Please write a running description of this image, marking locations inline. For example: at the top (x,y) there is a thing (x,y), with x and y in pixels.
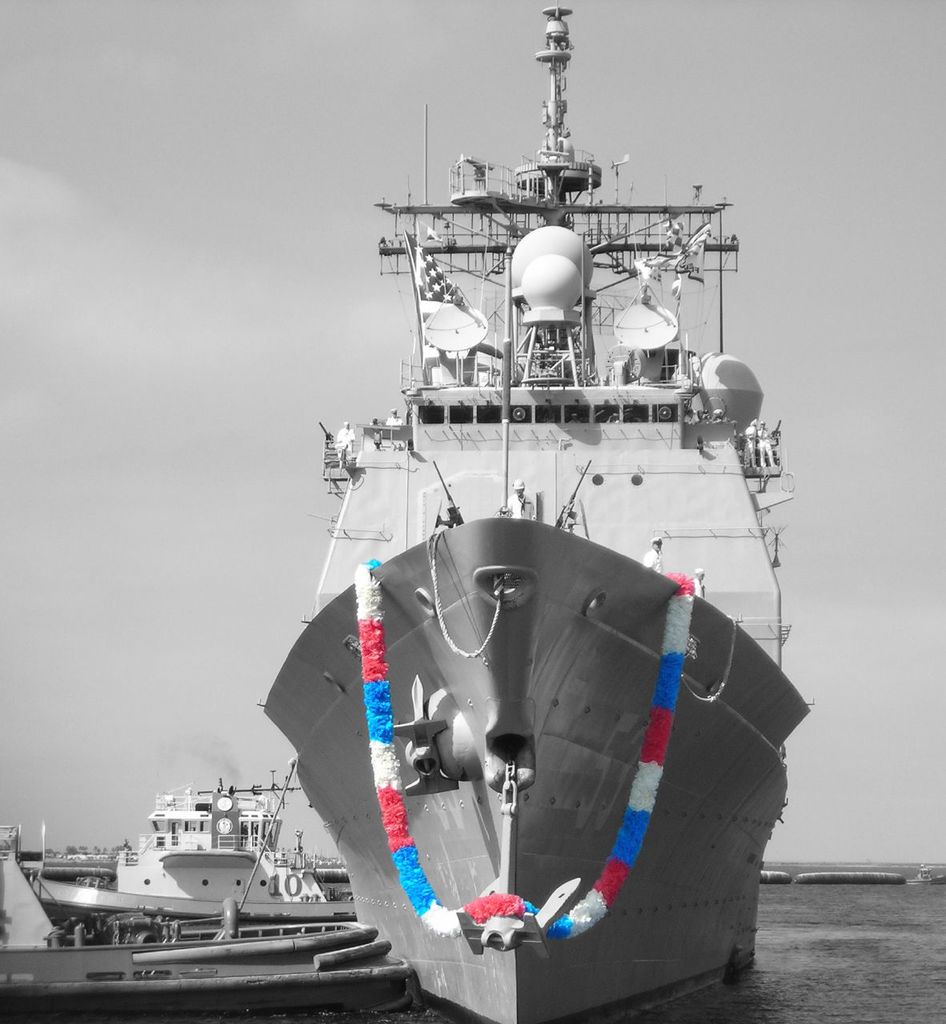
This is a mostly black and white image, in this image there are ships (403,933) on a sea (873,909), for one ship (555,561) there is a garland (677,608), on that ship (624,523) there are some people (523,514) standing, in the background (629,5) there is the sky (821,438).
